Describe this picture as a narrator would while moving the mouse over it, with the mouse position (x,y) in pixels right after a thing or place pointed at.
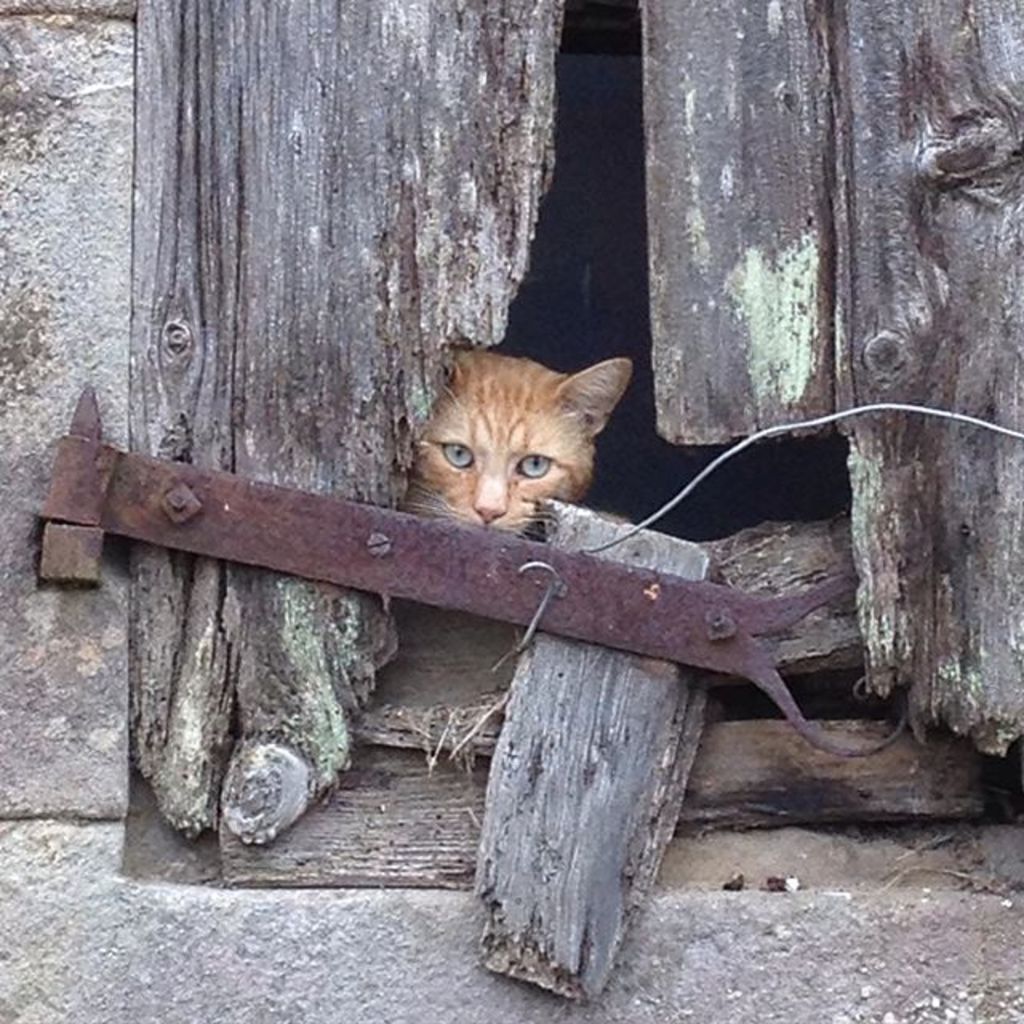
There is a wall (66,41) of a building (938,2) having wooden window (249,154) which is having a hole (617,71). Through this hole (601,355), we can see there is a cat (560,412). And the background (564,238) is dark in color.
